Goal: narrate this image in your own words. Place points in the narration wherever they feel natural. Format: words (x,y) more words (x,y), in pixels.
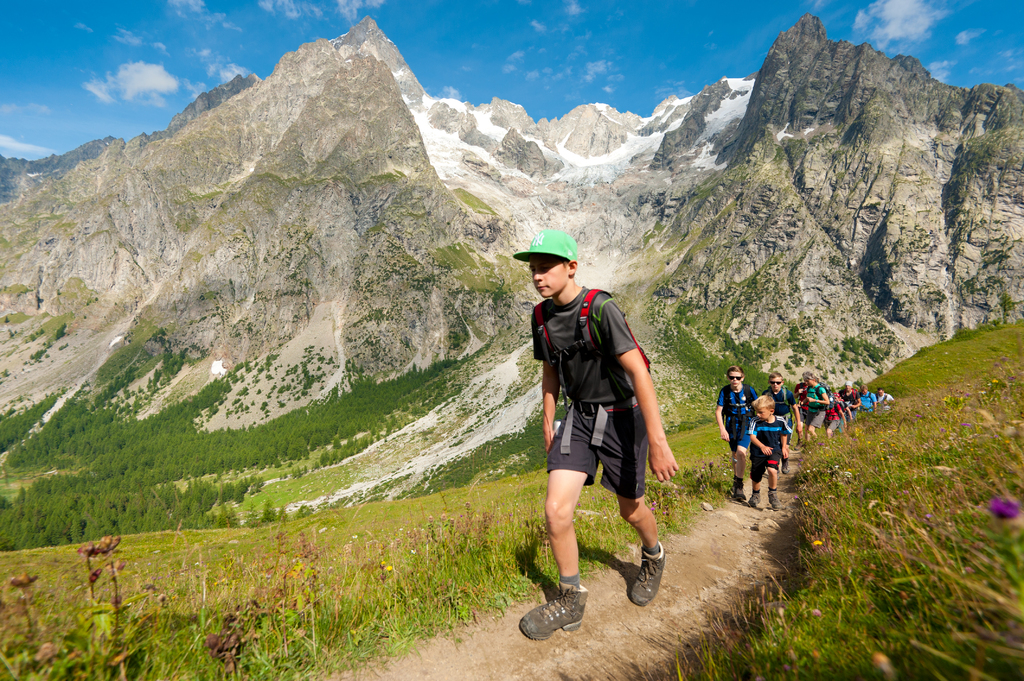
In this picture there is a boy (633,362) wearing black t-shirt (568,324) and shorts (641,472) is climbing the mountain (413,559). Behind there is a group of boys (732,401) climbing the hill (331,680). In the background (862,146) we can see a beautiful scene of mountains (131,381) and trees (167,526).
